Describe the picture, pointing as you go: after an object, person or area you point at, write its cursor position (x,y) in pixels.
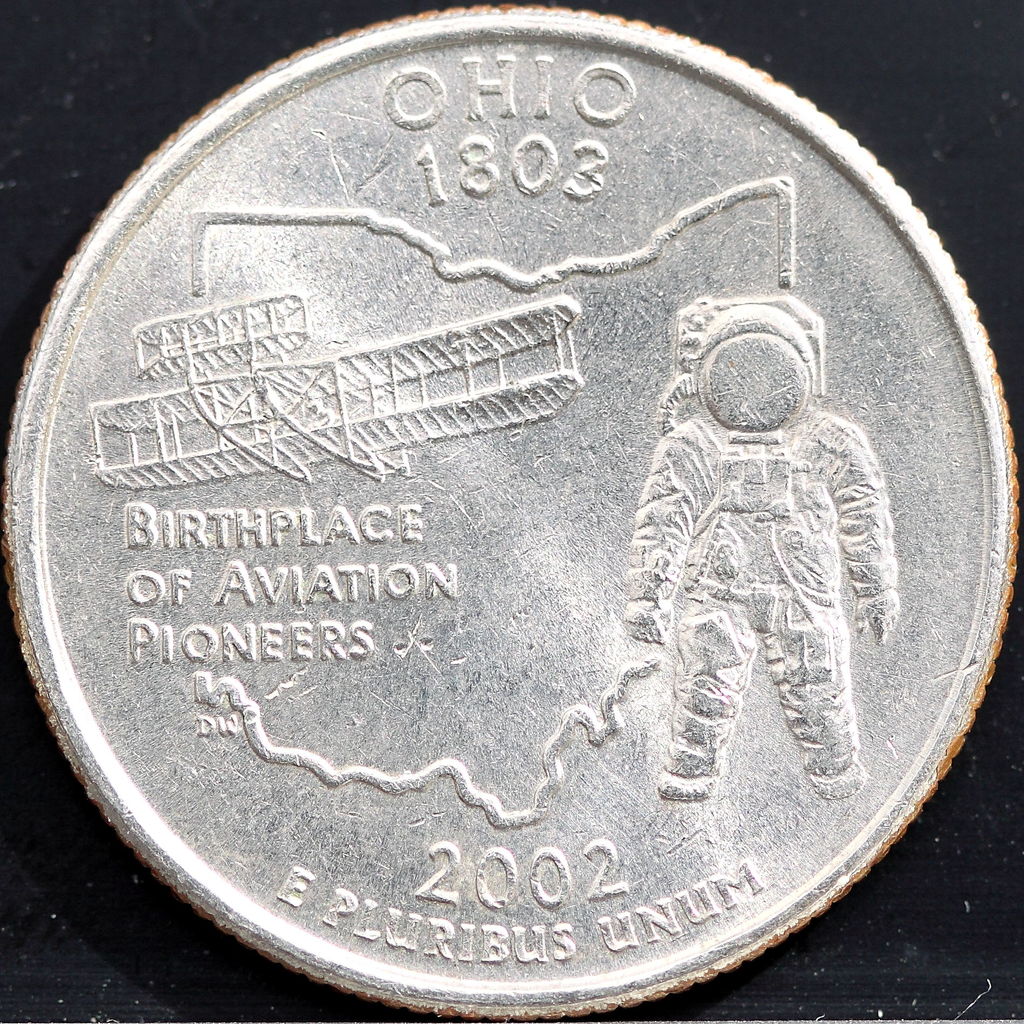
In this picture there is a silver color coin (418,172) in the middle of the photograph (652,378). On the top (765,339) we can see astronaut (870,458) printed on it. Behind there is a black background (36,87).
